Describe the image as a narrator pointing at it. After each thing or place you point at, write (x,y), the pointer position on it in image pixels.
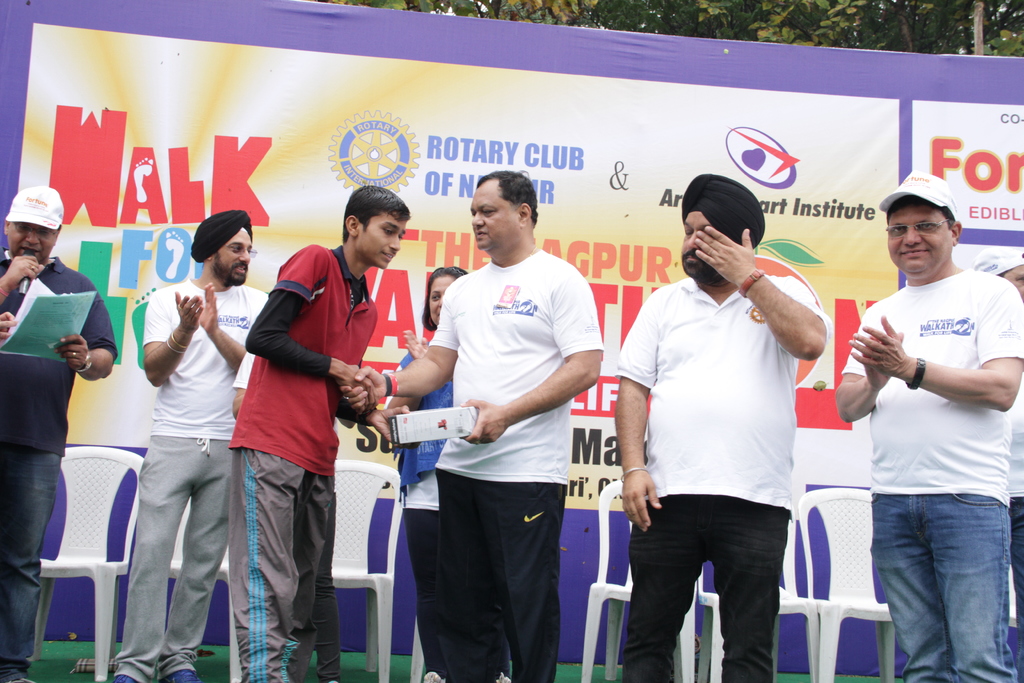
In this image we can see some people (1,326) standing on the stage (358,677), some white color chairs (383,677) on the stage (103,668), green carpet (59,667) on the stage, one big banner (799,165) with text (215,150) and logo (349,180) backside of these persons (377,199). There are some trees (666,12), one pole (977,23) backside of the banner (503,98), left side of the image (39,406) one man (37,398) holding papers (53,339), file (49,337), microphone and talking. Middle of the image (465,379) one man (513,394) with a white T shirt (510,432) giving an award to the boy (327,362) with a red T shirt (317,415).
